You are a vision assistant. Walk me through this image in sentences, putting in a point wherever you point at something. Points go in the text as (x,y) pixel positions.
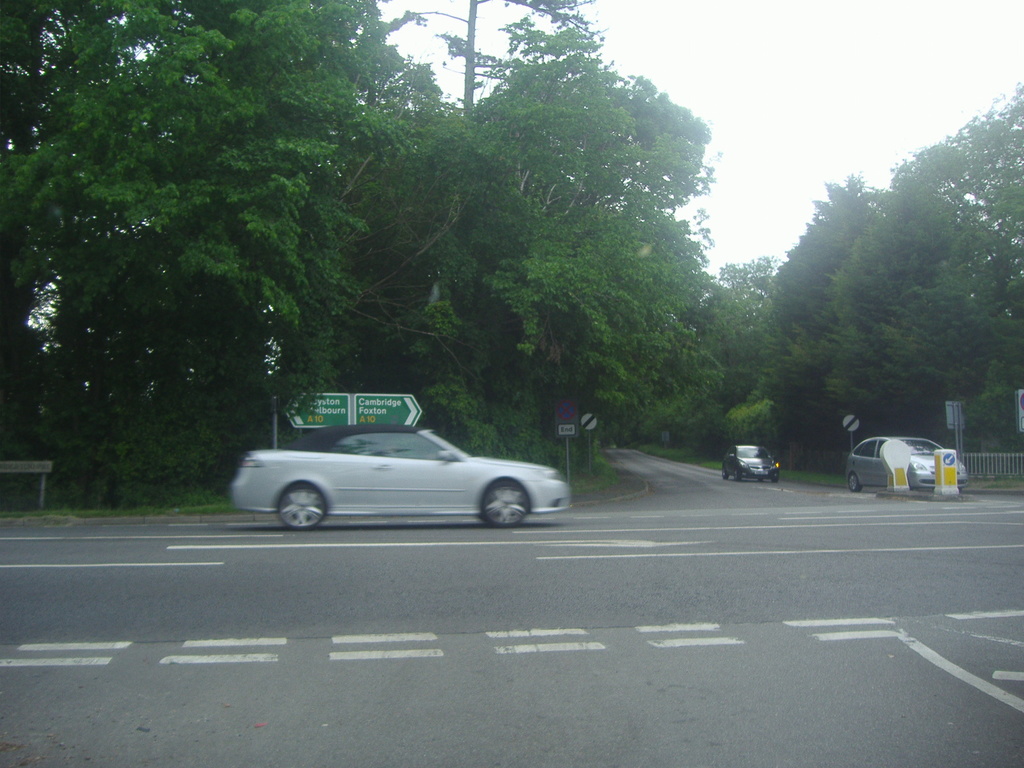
This is the picture of a road (442,549). In this image there are vehicles (915,483) on the road (791,570). On the right side of the image (1015,455) there is a railing (966,458). There are boards (24,469) on the pole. At the back (544,312) there are trees (544,312). At the top (780,117) there is sky (835,66). At the bottom (482,720) there is a road (500,705).
